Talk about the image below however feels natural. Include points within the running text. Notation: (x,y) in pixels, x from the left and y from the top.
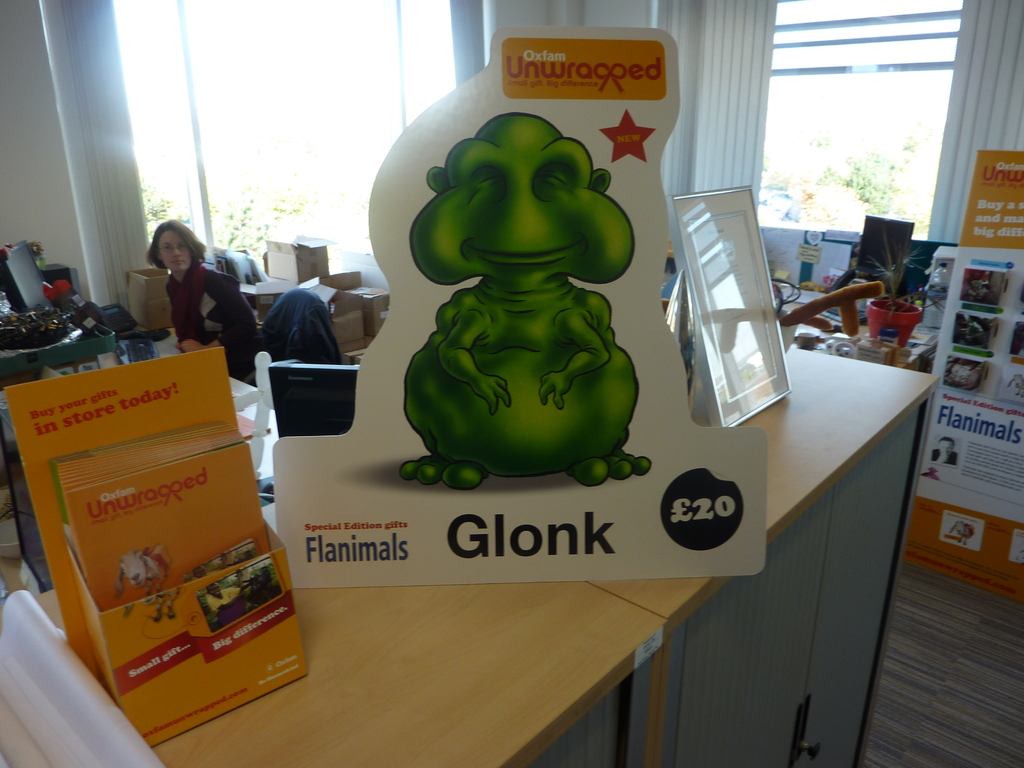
In this image, we can see the board (634,472), frame (749,274) and box (245,618) with few objects (174,539) are on the cupboards (776,652). Background (122,176) we can see carton boxes (342,298), person (223,305), house plant (885,273) with pot (907,319), walls (61,218), window shades (691,191), glass objects (892,118) and few things (873,287). On the right side of the image (966,416), we can see a banner (972,480) on the path (941,667).
